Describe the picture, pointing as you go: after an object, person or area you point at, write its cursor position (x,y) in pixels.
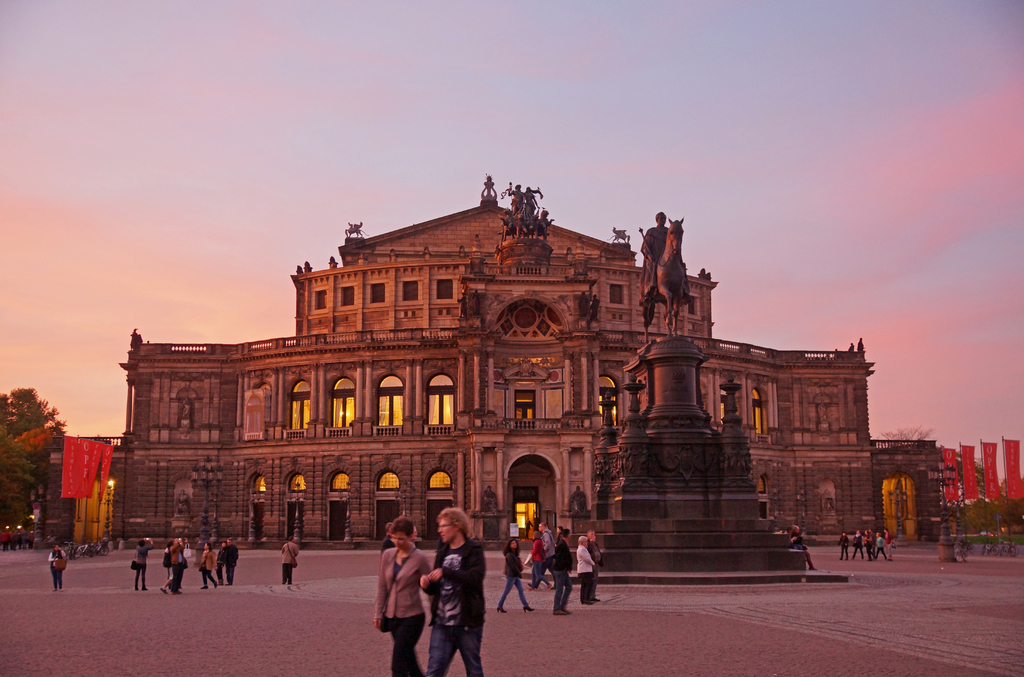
In this image in the center (346,367) there is one place (504,503) and some statues (648,342) and building (806,520), and at the bottom (878,551) there are some people (422,567) who are walking and some of them are standing. And on the right side (964,527) and left side (34,454) there are some trees (973,516), poles (957,534), flags (969,476) and on the top of the image (613,138) there is sky (818,191).
